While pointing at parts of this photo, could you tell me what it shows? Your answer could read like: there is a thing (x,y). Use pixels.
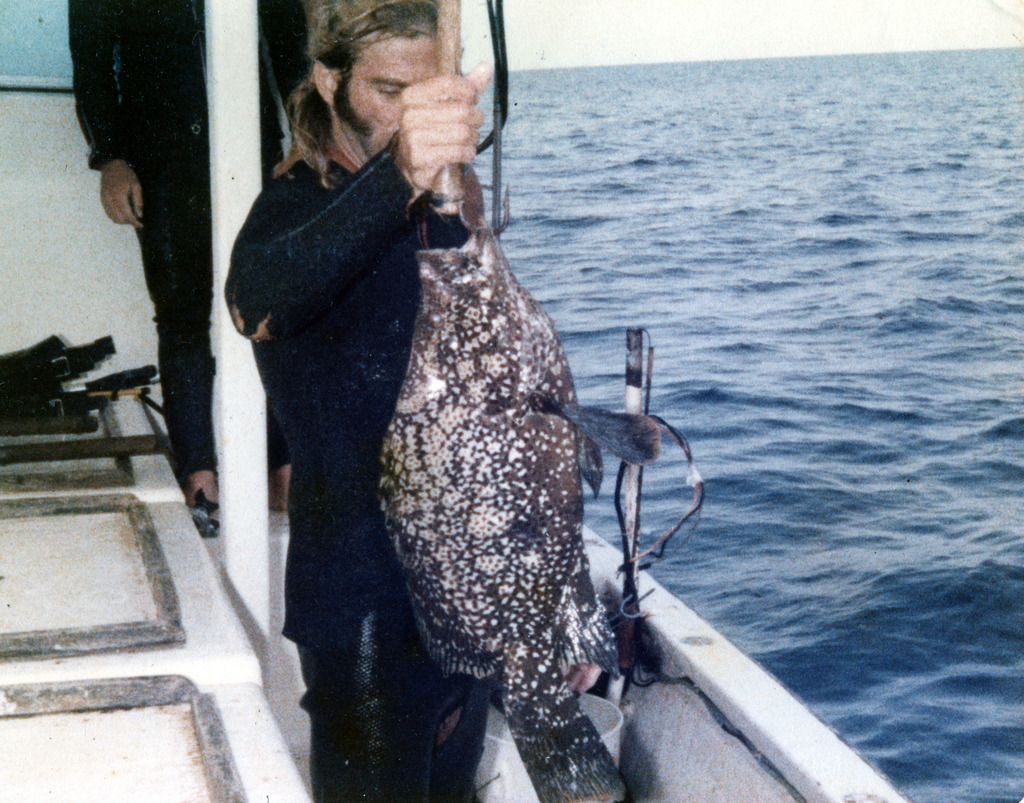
In this picture we can see two persons (158,202) are standing in a boat (217,210), a person (373,367) in the front (368,416) is holding a fish (469,446), on the right side (883,396) we can see water (767,352), there is the sky (714,26) at the top of the picture (714,26).
